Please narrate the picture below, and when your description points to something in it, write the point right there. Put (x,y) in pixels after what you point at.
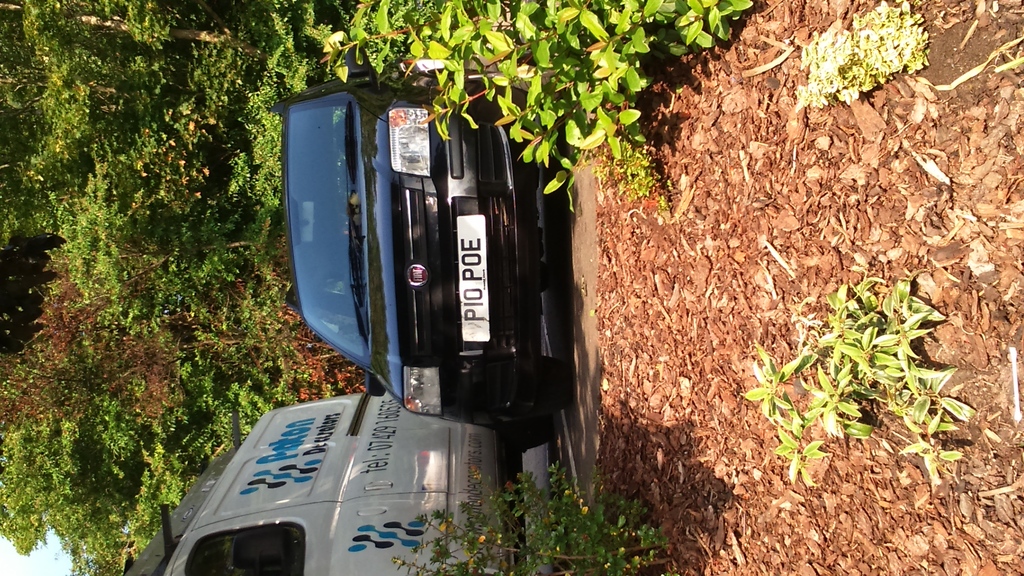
In the image there are two vehicles (288,490) parked beside a land (603,292) that is filled with dry leaves (739,430) and behind the vehicles (545,181) there are a lot of trees (207,64).
